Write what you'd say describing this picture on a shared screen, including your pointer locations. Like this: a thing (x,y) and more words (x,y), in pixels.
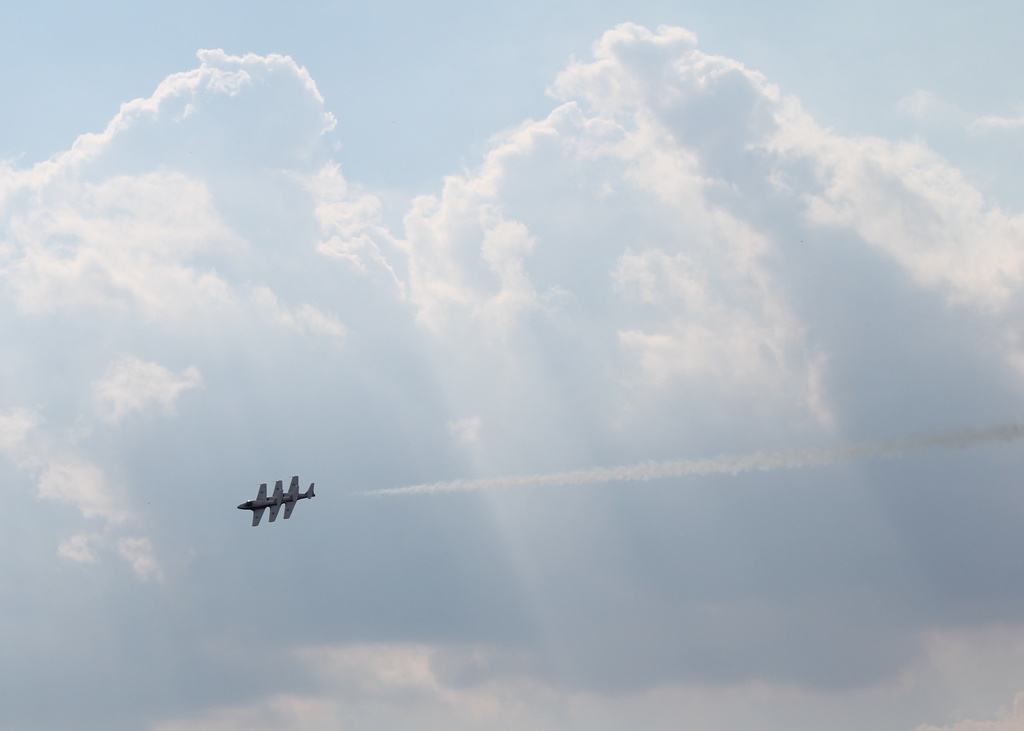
There is an aircraft (277,503) flying. In the background (424,356) there is sky (518,411) with clouds (493,512).
